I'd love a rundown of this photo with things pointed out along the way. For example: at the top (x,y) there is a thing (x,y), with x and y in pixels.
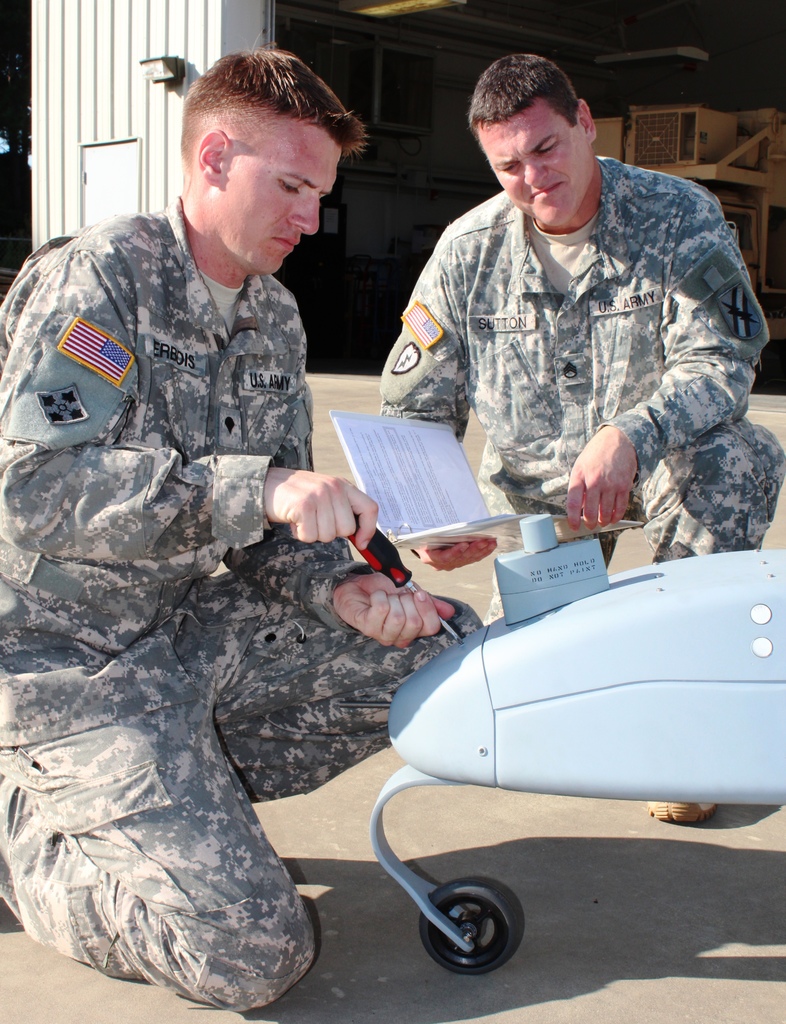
In the center of the image (435,376) there are two persons (740,504). There is an object (701,562) at the right side of the image (650,579). In the background of the image (85,36) there is a wall (137,18).
